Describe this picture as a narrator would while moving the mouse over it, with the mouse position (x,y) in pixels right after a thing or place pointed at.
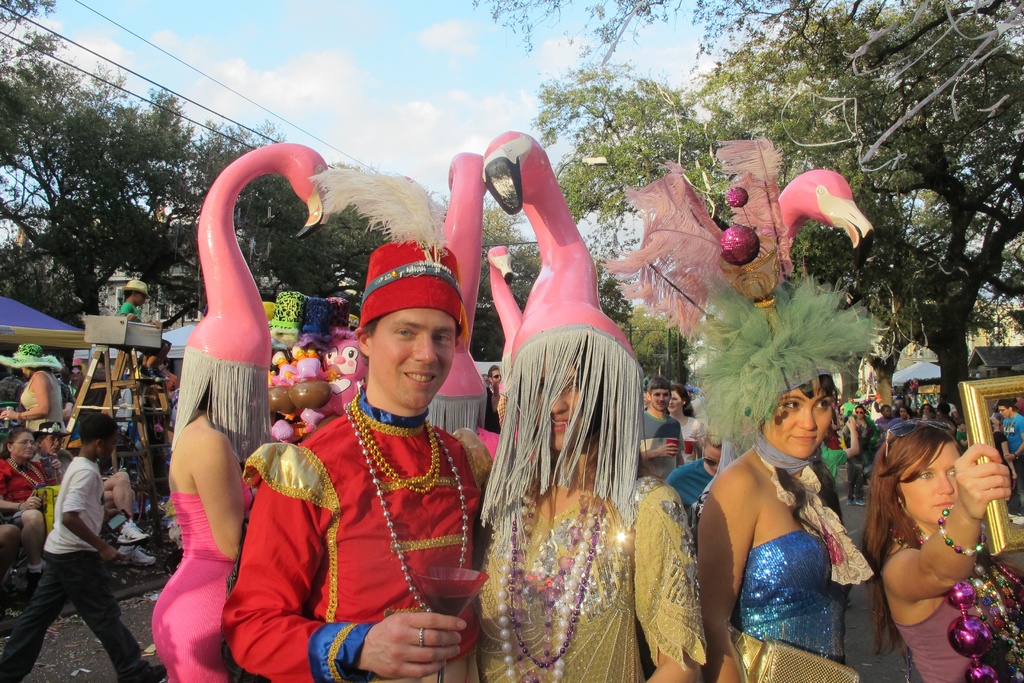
In the picture I can see a person (319,549) wearing a red color dress (347,612) is holding an object (435,609) in his hands (433,625) and we can see many people (629,428) wearing different costumes (640,598) are standing here. In the background (108,443), we can see a few more people (15,436), we can see some objects (8,313), we can see trees (13,292), wires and the blue color sky (333,59) with clouds (555,63) in the background (381,157).
